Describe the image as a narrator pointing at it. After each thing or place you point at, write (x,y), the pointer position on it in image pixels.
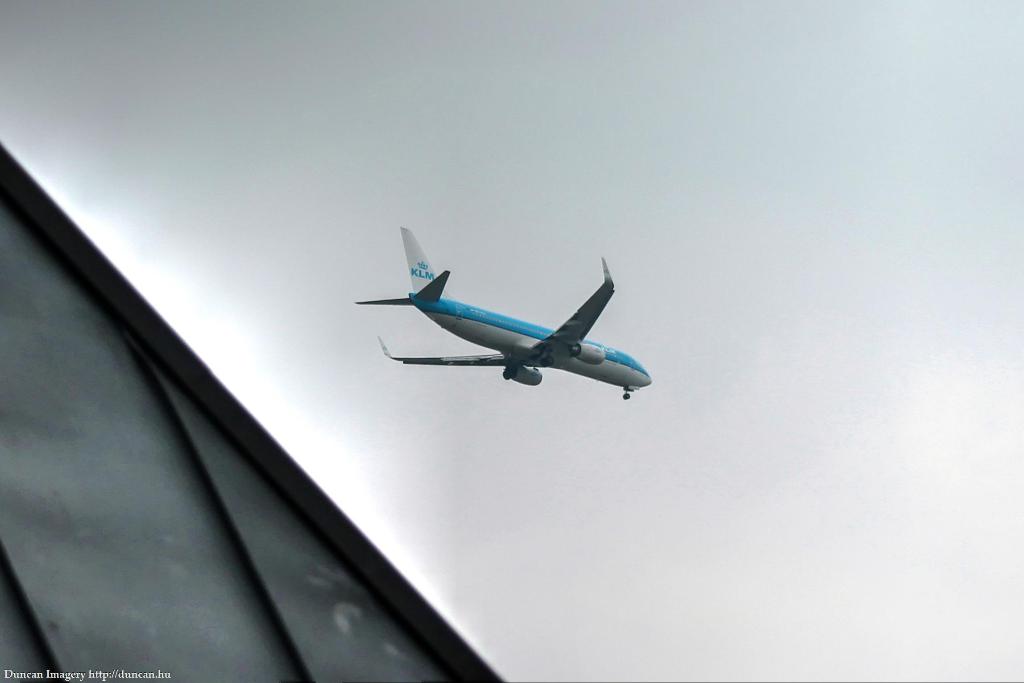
In the image we can see there is an aeroplane (632,365) flying in the sky (626,346) and there is a cloudy sky (585,608).
